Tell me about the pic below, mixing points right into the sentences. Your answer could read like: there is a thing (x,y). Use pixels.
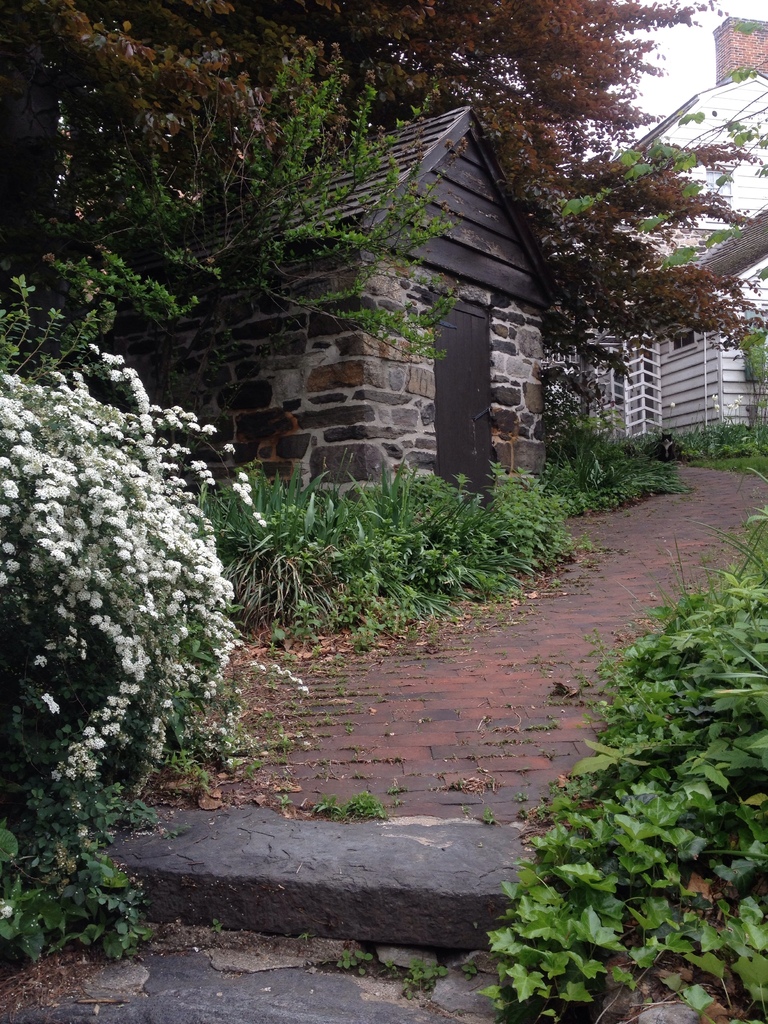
In this picture we can see flowers (173,465), plants (418,493), patio (606,517), door (457,340), trees (326,6), buildings (523,336) and in the background (700,60) we can see the sky (682,49).
